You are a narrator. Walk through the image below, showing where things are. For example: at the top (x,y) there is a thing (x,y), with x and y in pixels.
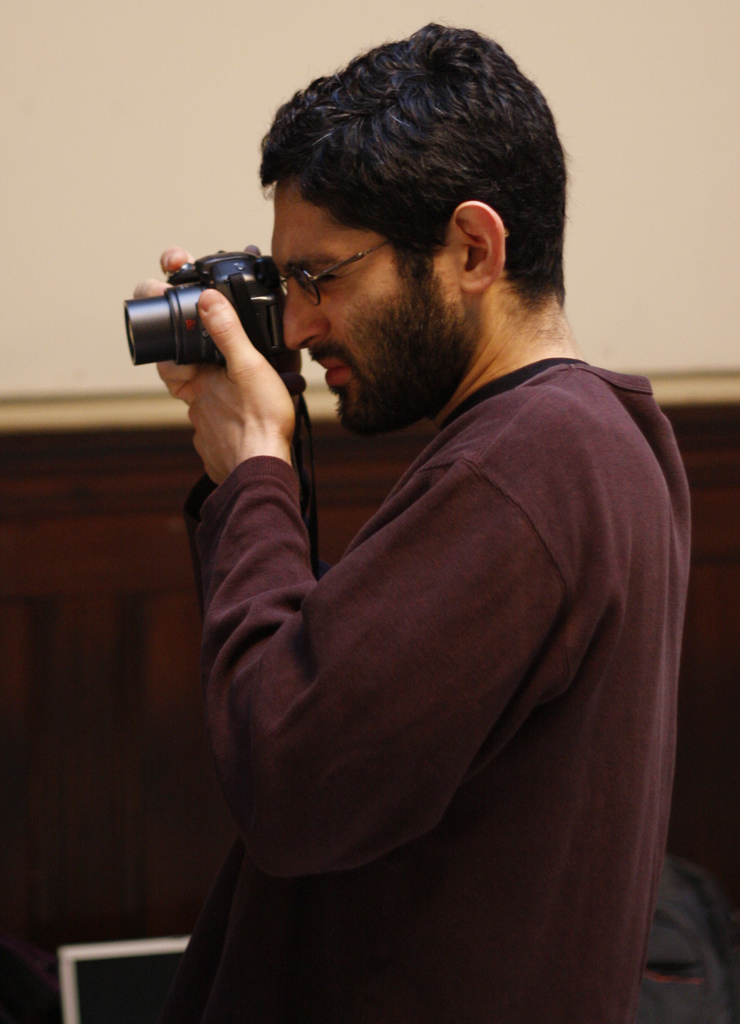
In this image there is a man (247,400) standing and holding a camera (273,304), there is an object (704,915) towards the right of the image (700,934), there is an object (158,957) towards the bottom of the image (96,961), there is wood paneling (47,522), there is a wall (148,75) towards the top of the image (171,119).
